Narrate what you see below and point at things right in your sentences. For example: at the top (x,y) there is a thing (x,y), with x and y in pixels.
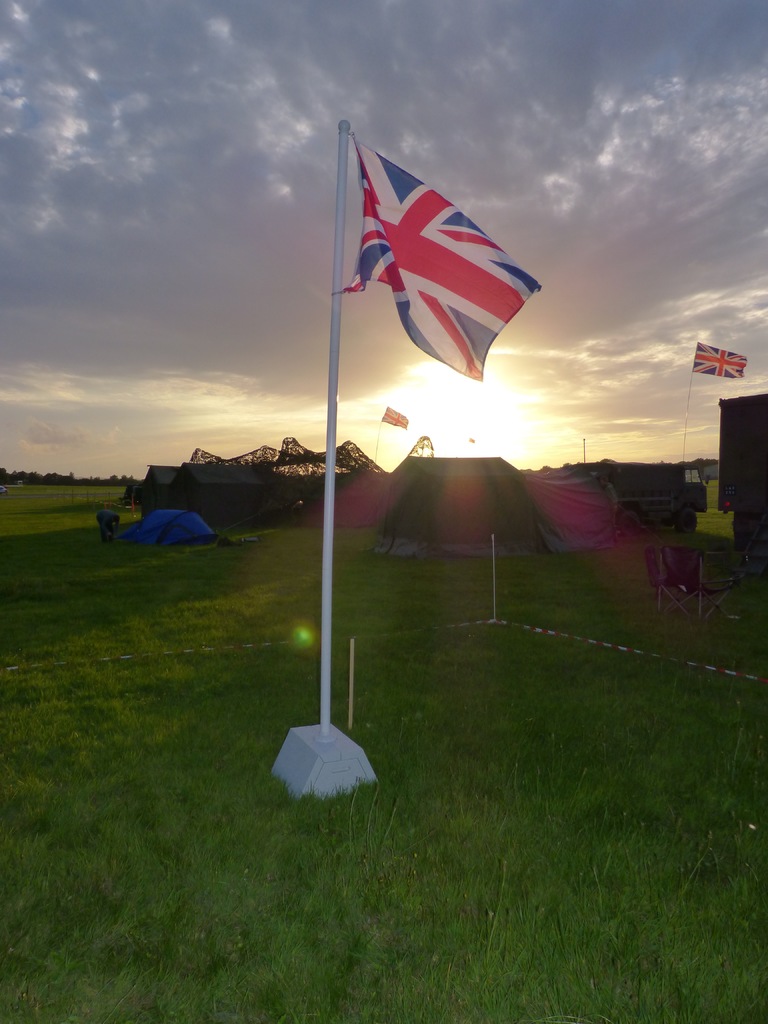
In this picture I can see flags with poles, there is grass (347,719), tents (569,544), a person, vehicles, chairs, trees (33,480), and in the background (217,284) there is sky (547,260).
